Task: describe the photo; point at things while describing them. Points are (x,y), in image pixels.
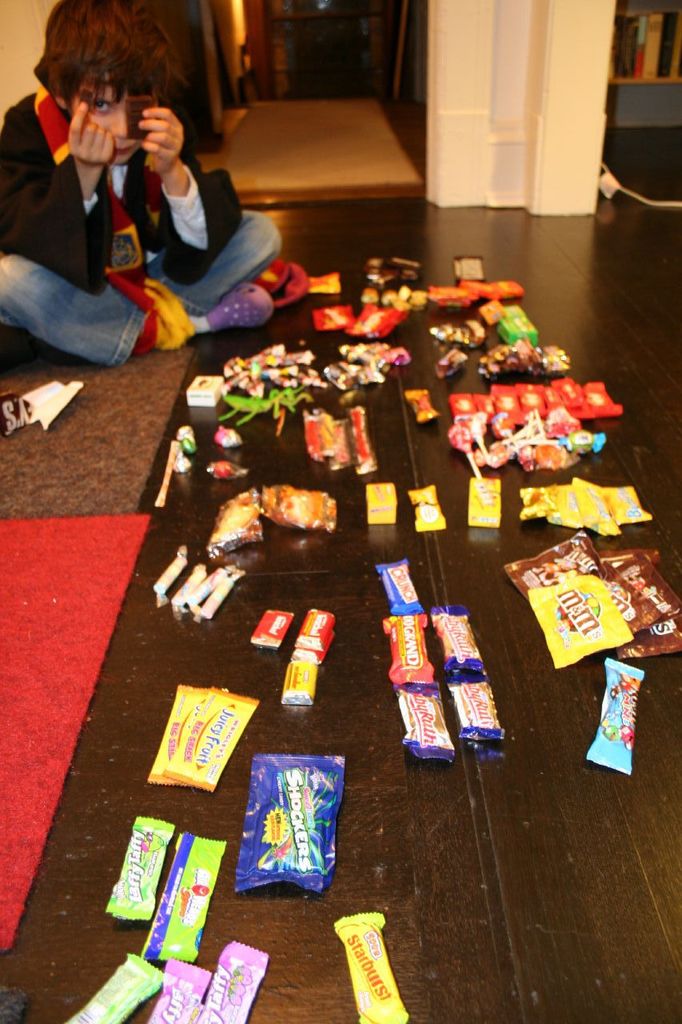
In the picture I can see many chocolates (318,618) are placed on the floor (323,747). On the left side (177,330) I can see a child (176,200) is sitting and in the background (313,54), I can see some objects (275,26).
